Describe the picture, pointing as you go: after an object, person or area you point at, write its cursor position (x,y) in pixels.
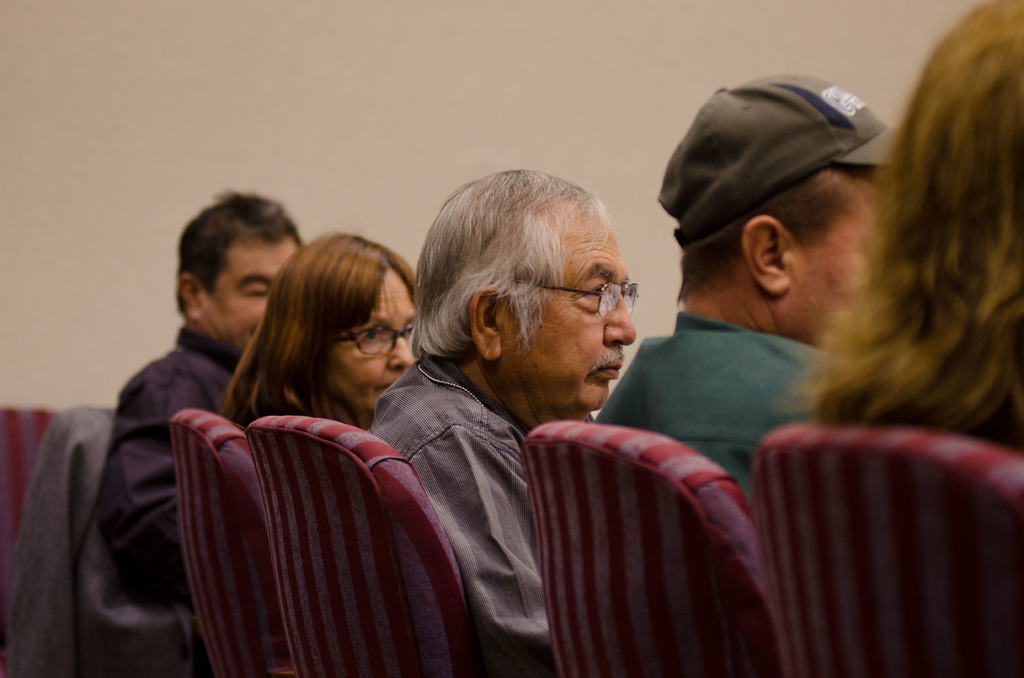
Here an old man (532,517) is sitting on the chair (546,491), he wore shirt (520,489), spectacles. Beside him a woman (388,287) is sitting and few other persons (953,161) are sitting and this is the wall (334,222).
